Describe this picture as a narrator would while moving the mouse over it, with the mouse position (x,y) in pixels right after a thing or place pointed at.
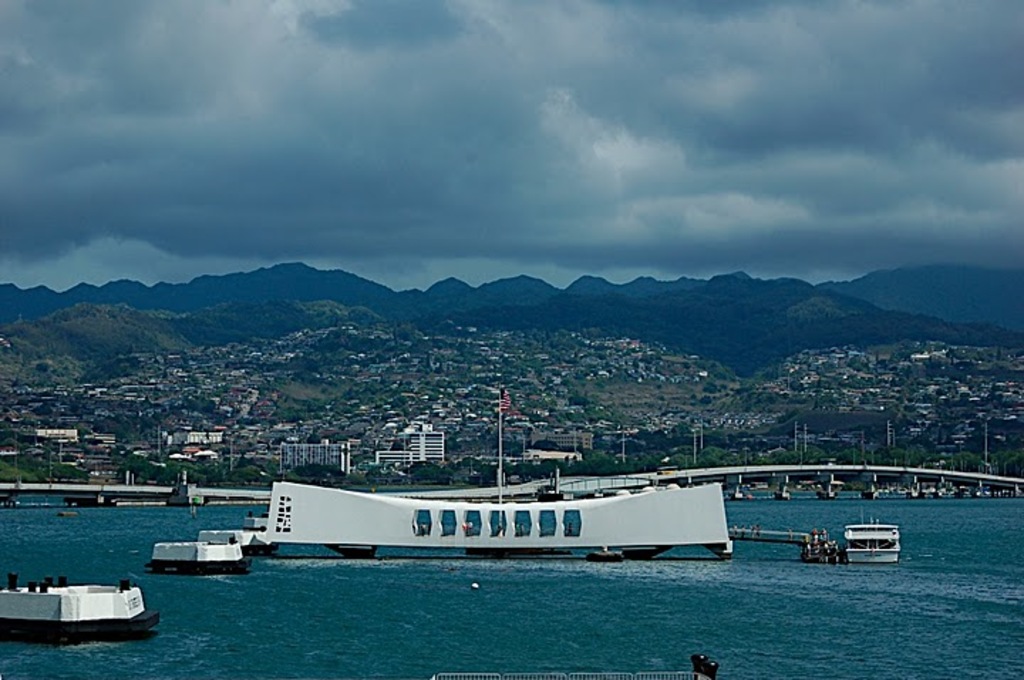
At the bottom of the image (388,591) there is water (636,626) and we can see boats (850,551) on the water (860,582). In the background (151,308) there are hills (284,416), buildings (105,441), poles (500,433) and sky (472,110).
